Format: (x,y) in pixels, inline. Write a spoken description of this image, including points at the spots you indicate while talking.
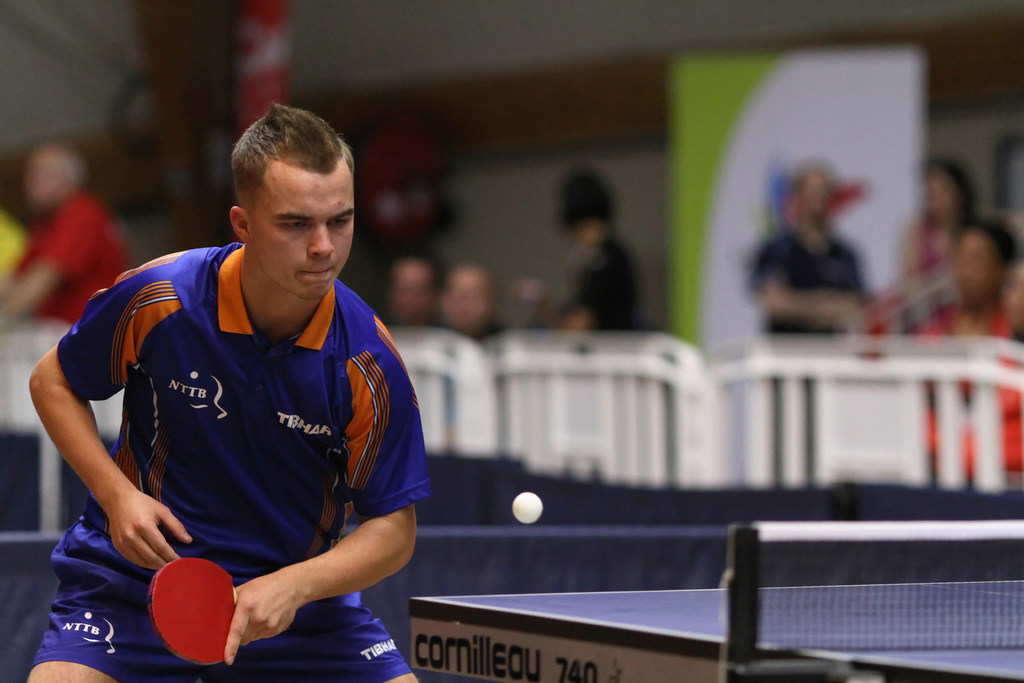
In this image there is a person (132,335) standing and holding a red bat (181,605) and playing a game. At the back (608,238) there are group of people (590,234) and there is a hoarding (724,178).
